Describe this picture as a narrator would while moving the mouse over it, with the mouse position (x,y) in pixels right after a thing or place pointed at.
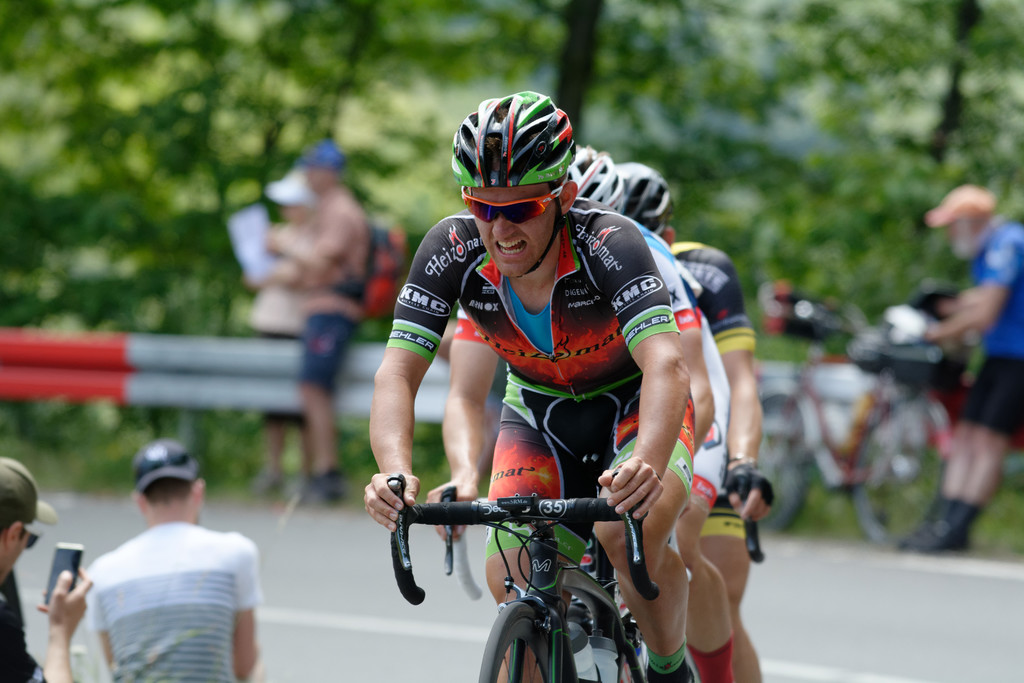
In the image in the center (607,290), we can see three persons (567,388) are riding cycles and they are wearing helmets (640,185). In the bottom left of the image (122,598), we can see two persons (167,630) are sitting. In the background (78,534) we can see trees (965,281), cycles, fence (242,370), road (322,575) and few people (998,296) are standing.
